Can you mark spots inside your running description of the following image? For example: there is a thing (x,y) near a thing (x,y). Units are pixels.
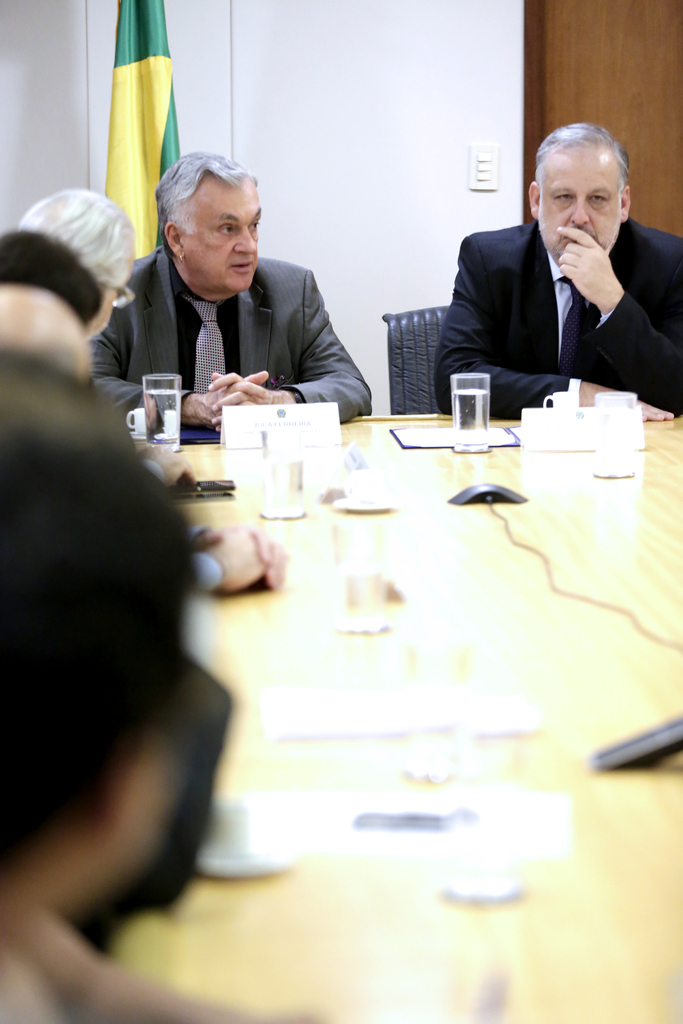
on a table (544,775) there are glasses (469,406), mouse (478,500). people (15,930) are seated around the table (483,480) on black chairs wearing suit (173,354). behind them there is a flag (153,104), a white wall (340,132) and a door (641,53) at the right (639,65).
